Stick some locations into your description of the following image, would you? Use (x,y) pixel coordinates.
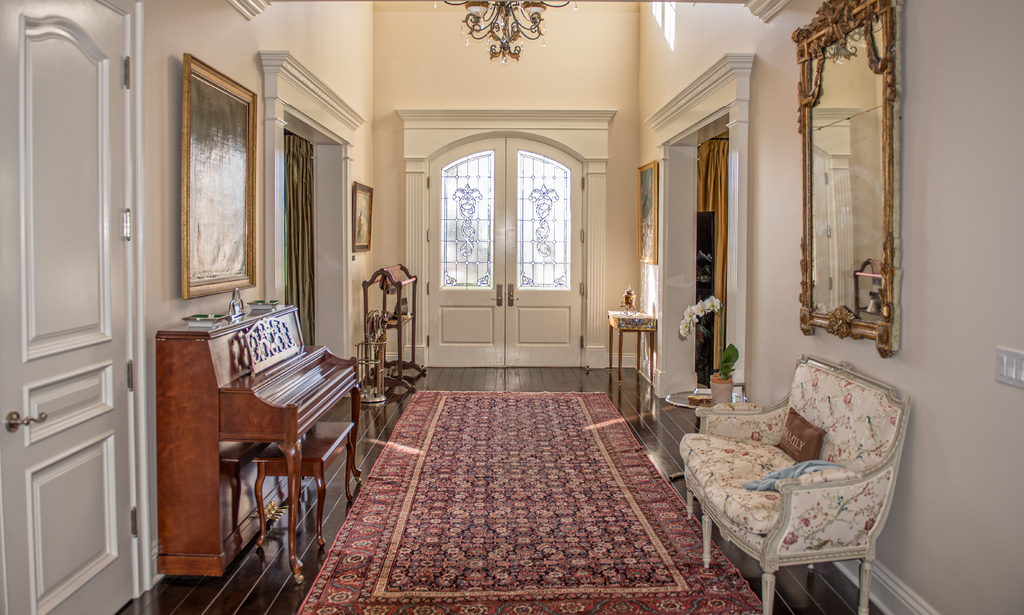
This picture consists of inside view of a building (487,383) and in the room (501,372) I can see a chair (861,526), table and carpet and photo frame (225,81) attached to the wall (1016,153) and mirror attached at the top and a door (54,154) visible on the left side (33,282) and another door (445,260) visible in the middle (466,233) and a flower pot (728,372) kept on the table (680,403) on the right side (720,383).
